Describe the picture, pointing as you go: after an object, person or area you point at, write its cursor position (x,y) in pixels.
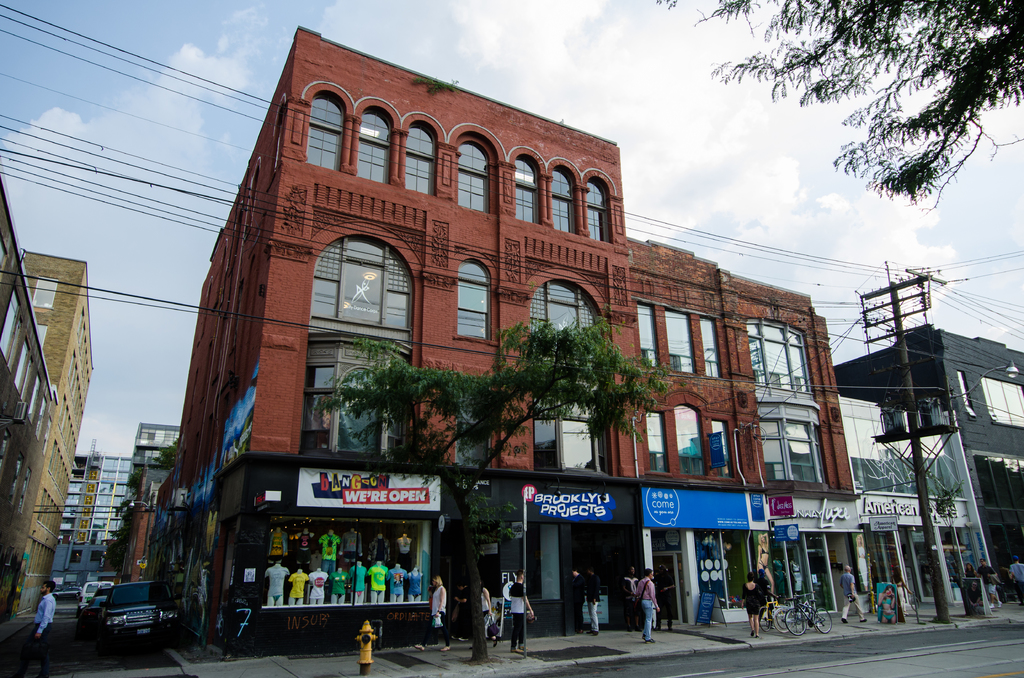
Few people (1022,589) are walking and few people (580,625) standing. We can see yellow hydrant (374,639) on the surface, tree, buildings (541,610), cars (172,634) on the surface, road (988,638) and sky (1010,260). We can see current pole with wires (1022,255). Right side of the image (936,156) we can see tree (931,175).
